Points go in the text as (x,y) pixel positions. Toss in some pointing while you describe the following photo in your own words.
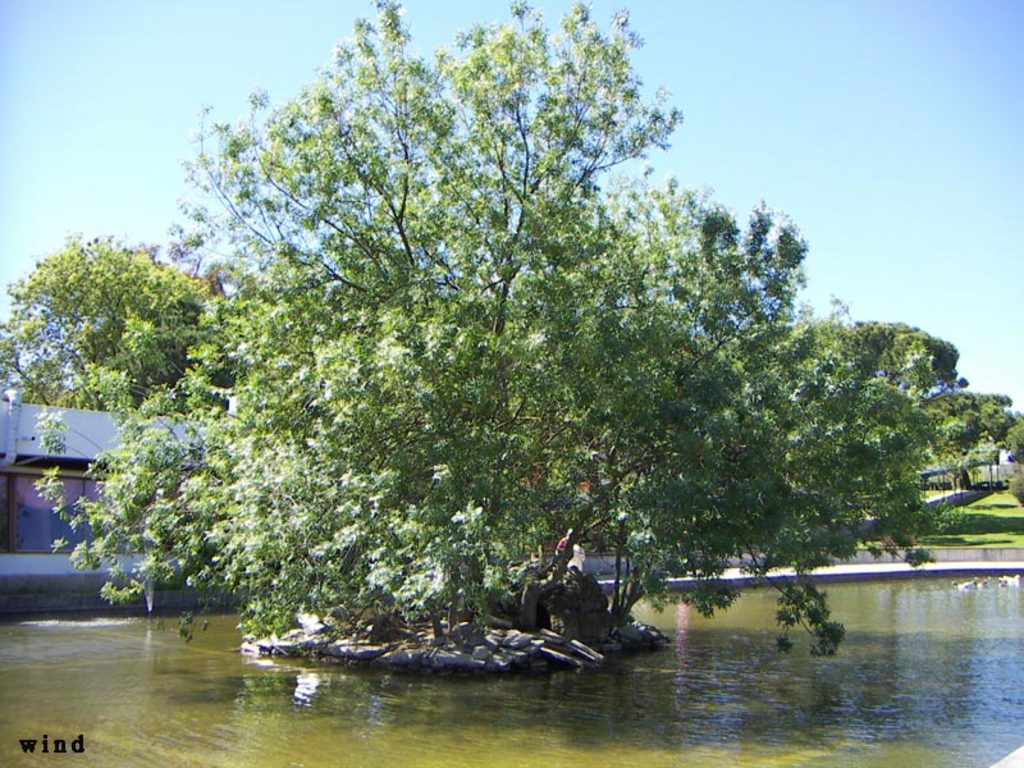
In this image there is the water (603,679). In the center of the water (671,679) there is a tree (389,494). There are stones (461,639) around the tree (338,603). In the background (70,521) there is a house (68,501). To the right (933,496) there's grass (976,515) on the ground (995,511). At the top (743,104) there is the sky (87,117).
